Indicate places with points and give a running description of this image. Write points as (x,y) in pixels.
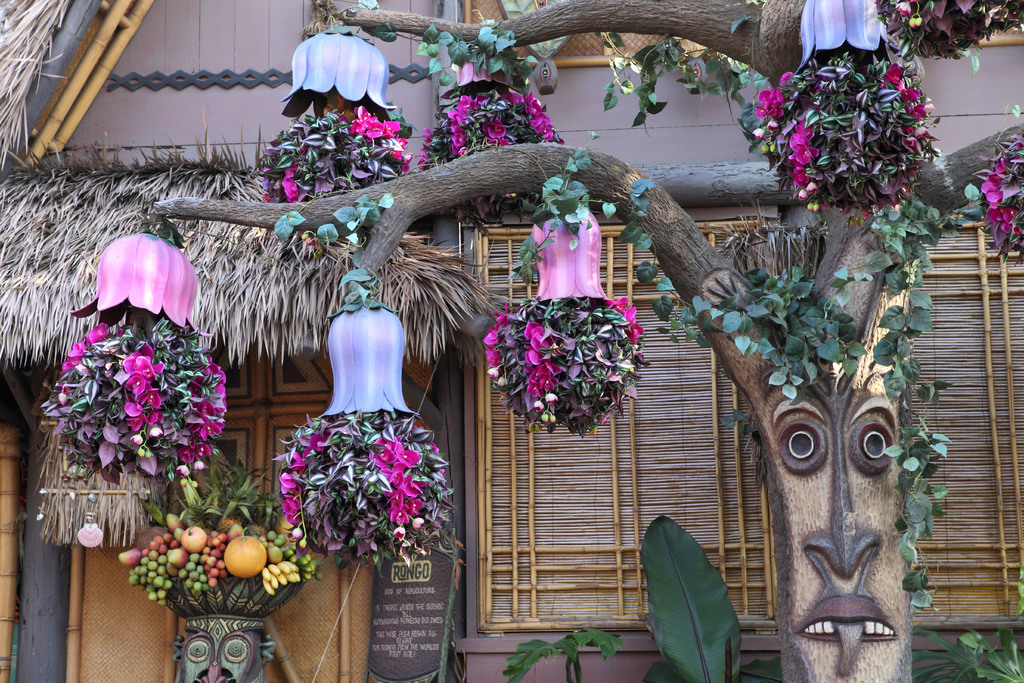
In this picture we can see tree branches (863,369) are decorated with leaves (859,182) and colorful flowers (372,133). On the left side of the picture (284,561) we can see fruits (281,575).
